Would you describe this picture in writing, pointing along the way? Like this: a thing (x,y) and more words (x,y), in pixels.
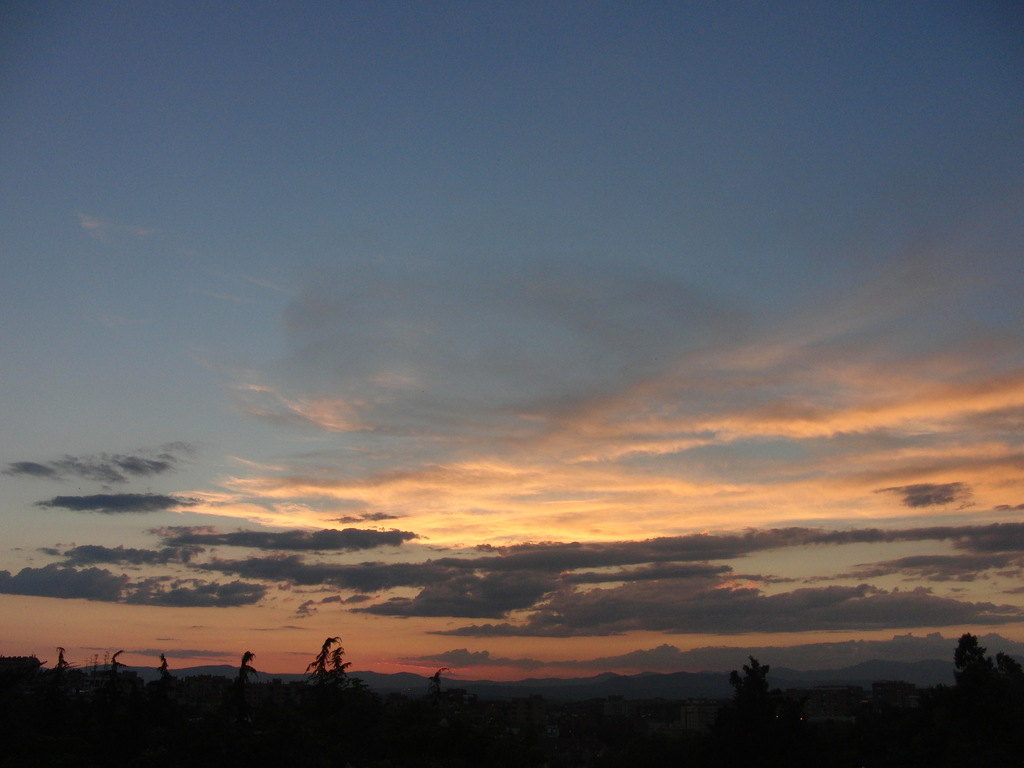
In this picture we can see few trees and clouds (447,545).
